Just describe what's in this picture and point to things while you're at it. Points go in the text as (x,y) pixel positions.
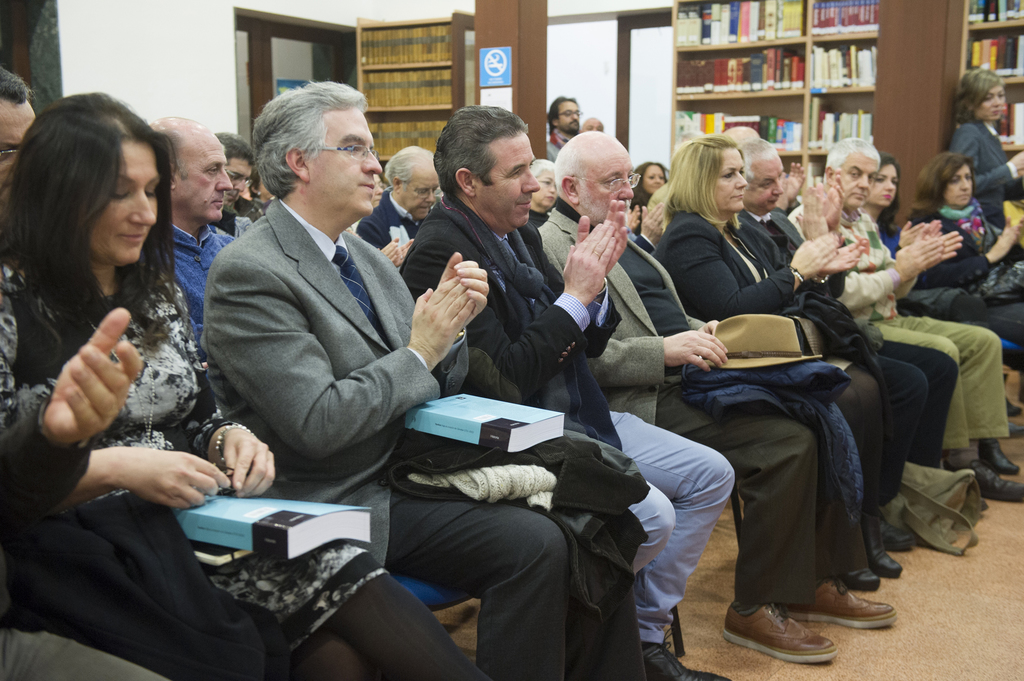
In this image I can see number of person (377,378) are sitting on chairs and I can see two books (464,397) which are blue and black in color. In the background (199,55) I can see the wall (137,39), few racks (709,48) and number of books (765,58) in the rack (808,47) and few persons (562,136) standing.
